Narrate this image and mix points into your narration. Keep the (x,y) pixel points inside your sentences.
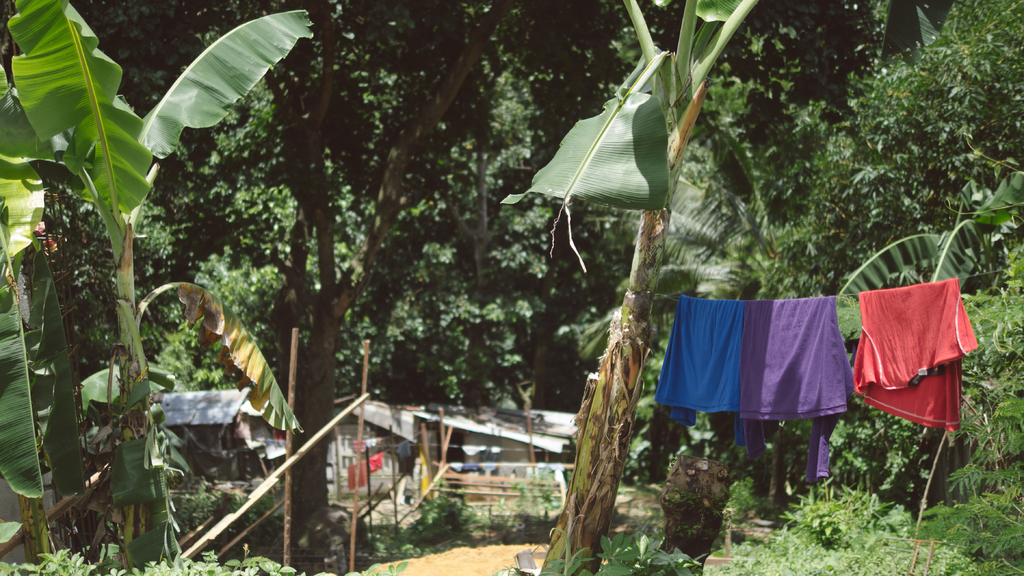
In this picture I can see few clothes (685,343) on the right side (704,435), there are trees (972,181) in this image. In the background (217,425) I can see few sheds (477,461) and a hut (249,432).
